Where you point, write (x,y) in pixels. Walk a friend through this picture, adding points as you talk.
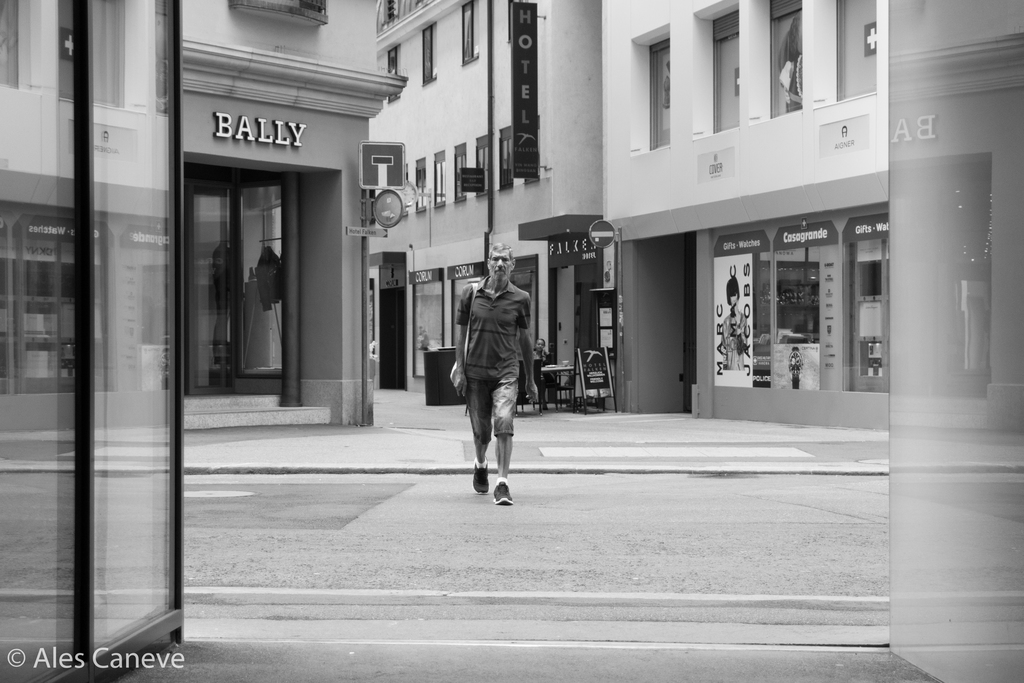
This is a black and white image. In the image there are glass doors (923,121). In the middle of the image (513,350) there is a man (485,387) walking on the road (820,541). Behind him there are few buildings (625,165) with walls (684,92), windows (845,72), posters (524,150), pipes (489,31), stores (706,265) with glasses (777,300) and posters (456,271). And also there is a chair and a table (563,372). At the bottom of the image (106,669) there is a watermark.
